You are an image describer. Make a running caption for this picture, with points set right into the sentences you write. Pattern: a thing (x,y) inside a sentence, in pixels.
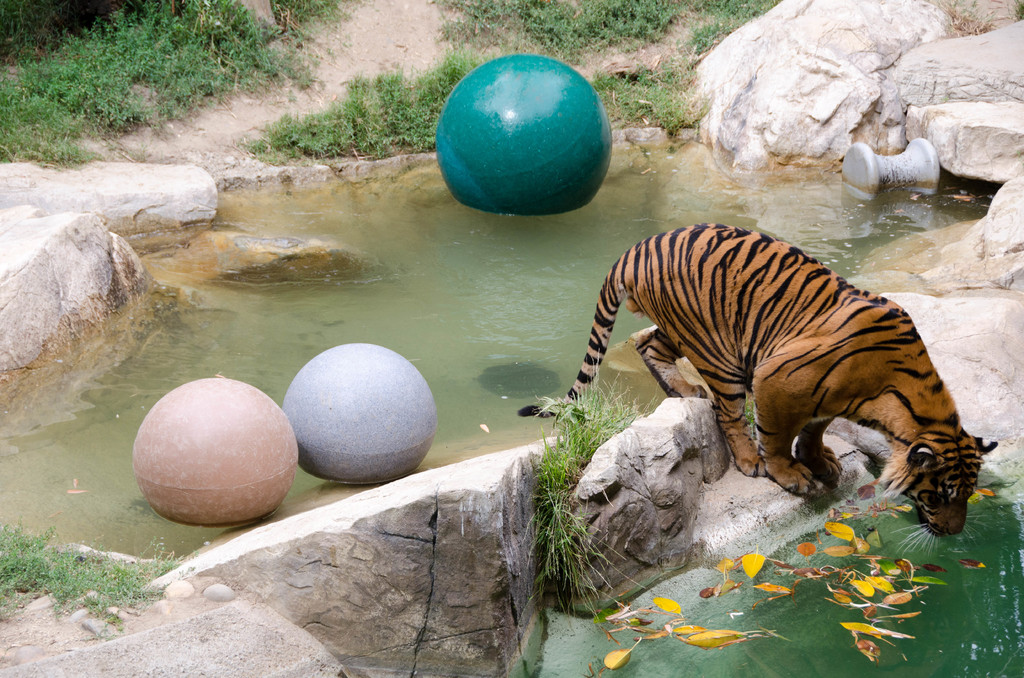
In the picture we can see tiger (797,339) which is standing on the stone surface (679,429), there is water (567,270), there are some balls (545,95) and in the background of the picture (200,50) there is grass (268,46).
